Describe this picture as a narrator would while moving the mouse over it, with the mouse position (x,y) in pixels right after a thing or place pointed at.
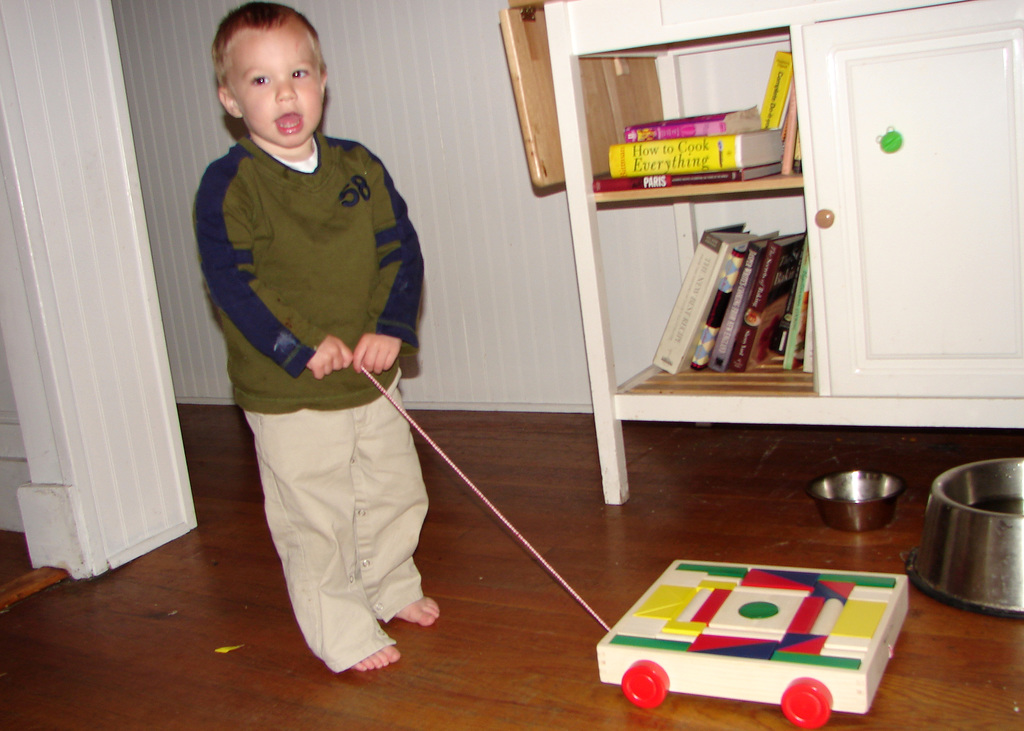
This picture shows a boy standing and pulling a trolley toy (638,644) with a string (573,592) and we see books (712,232) in the cupboard (794,399) and two vessels (930,519).
